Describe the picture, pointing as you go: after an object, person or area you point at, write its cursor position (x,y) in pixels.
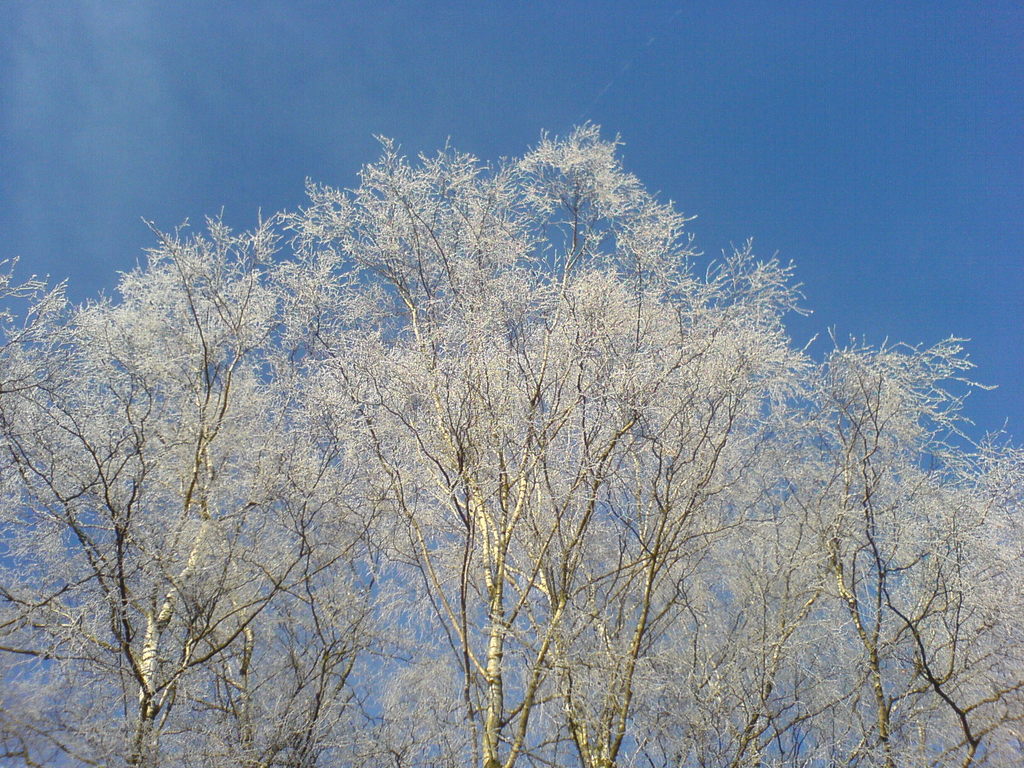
In the center of the image (600,460) we can see trees (802,619). In the background (776,87) there is sky (559,44).
